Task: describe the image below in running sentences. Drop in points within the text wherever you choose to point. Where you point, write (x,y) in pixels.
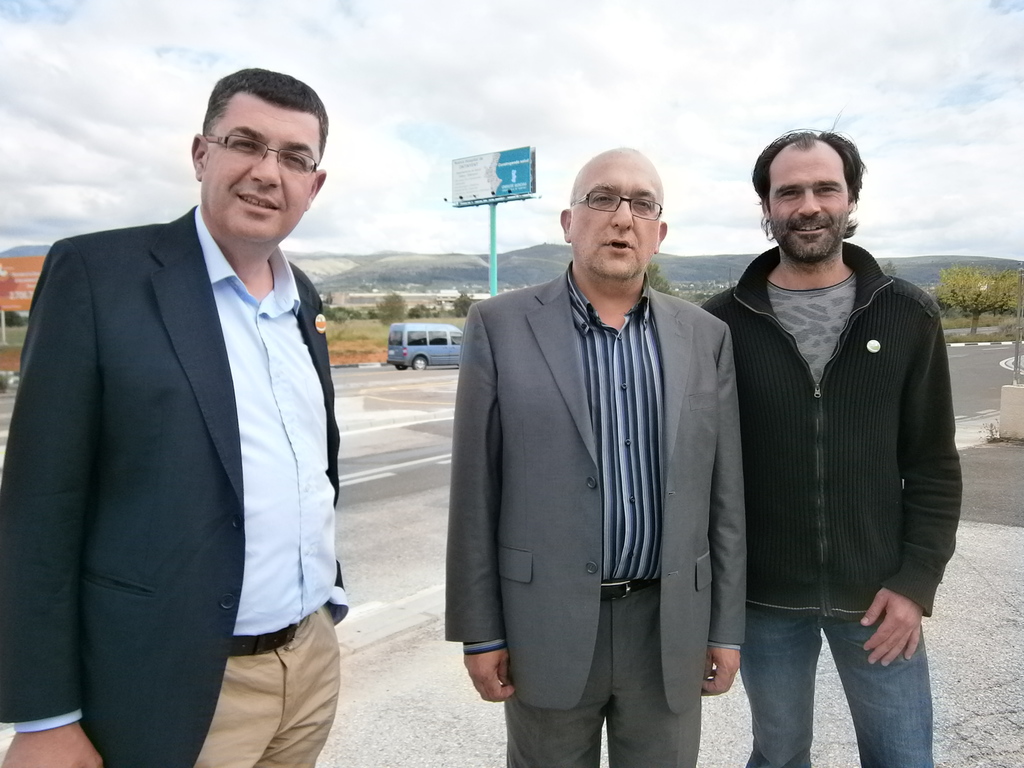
In this image in the foreground (243,450) there are three persons (598,435) who are standing and one person (640,487) is talking. In the background (418,325) there are some mountains (560,256), trees (982,274) and one van (421,339). And in the center (491,275) there is one pole (490,210) and hoarding (479,190), on the top of the image (469,70) there is sky (562,62). And at the bottom (447,693) there is road (966,698).
